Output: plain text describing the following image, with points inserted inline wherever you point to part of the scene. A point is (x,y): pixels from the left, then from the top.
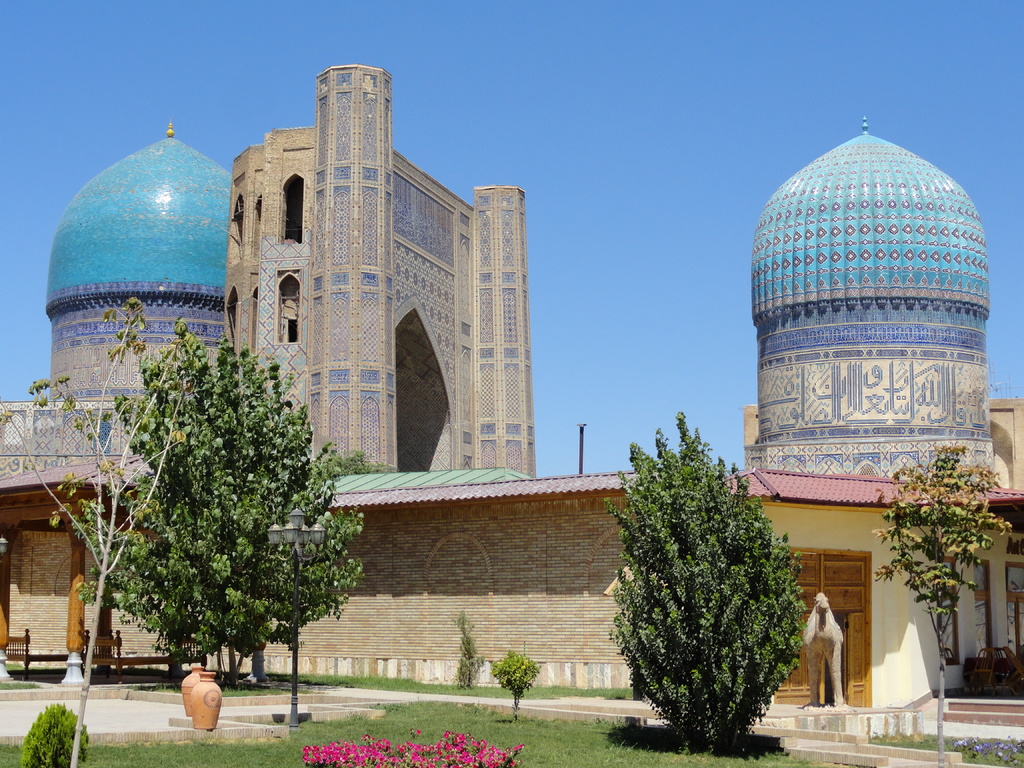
In this image, I can see a mosque (772,419), trees (778,558) and plants (525,665). At the bottom of the image (202,696), there are vases (203,711), cots (108,663) and the sculpture of an animal (820,673). In the background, there is the sky (656,65).
